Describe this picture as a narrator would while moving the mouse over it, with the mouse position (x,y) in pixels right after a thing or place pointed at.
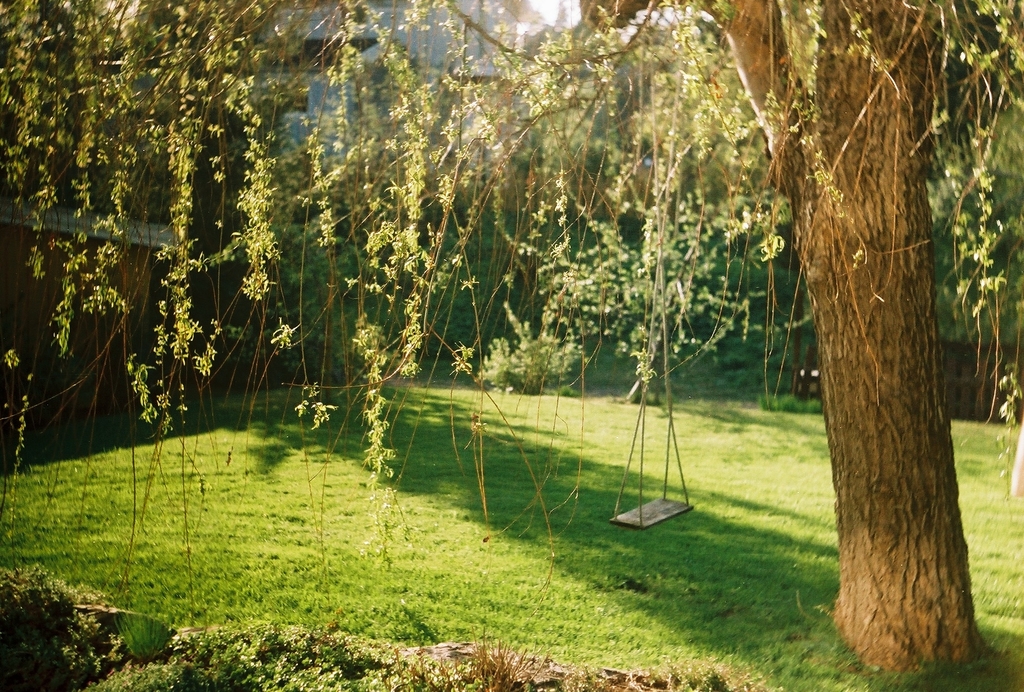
In this image in the front (210,631) there are plants (477,665) and in the center (449,456) there is grass (476,503) on the ground (625,455) and there is a swing (648,515) hanging on the tree (691,57) which is on the right side (873,404). In the background (634,350) there are trees (659,331) and there is a plant (524,352).
